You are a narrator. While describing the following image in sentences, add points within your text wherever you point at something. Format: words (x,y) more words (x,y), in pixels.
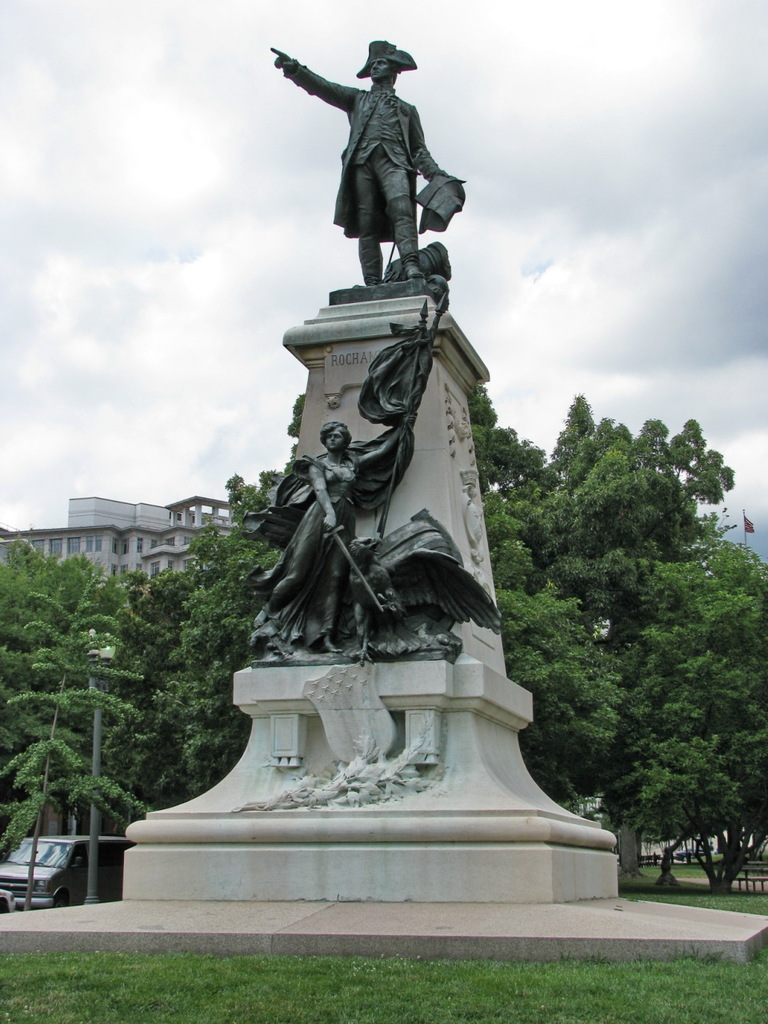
In the picture we can see some statues (349,555), there is grass (335,996) and in the background of the picture (69,631) are some trees (78,568), vehicles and there are some buildings (74,521) and top of the picture (154,220) there is cloudy sky (154,220).
